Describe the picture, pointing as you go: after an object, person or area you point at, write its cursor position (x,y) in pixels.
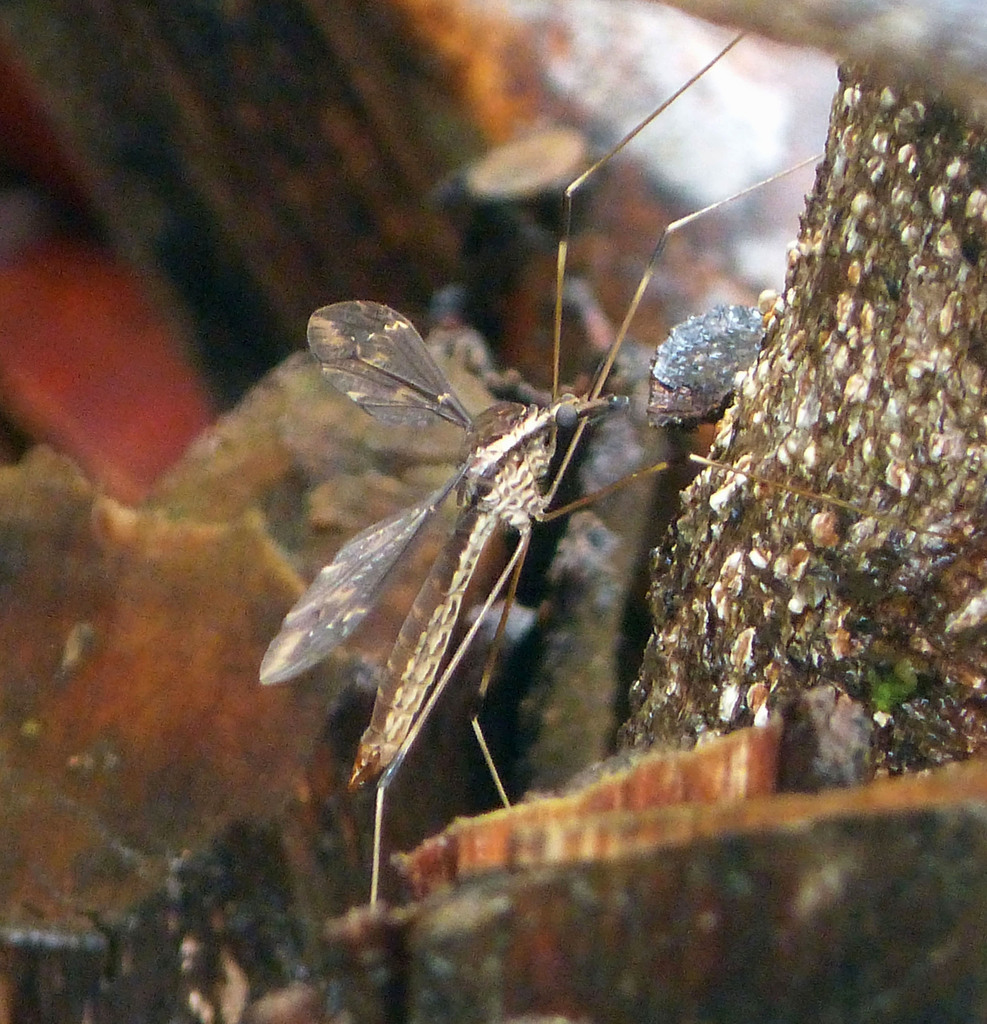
In this image I can see the insect (529,476) in black, brown and cream color. It is on the colorful surface (897,224).
